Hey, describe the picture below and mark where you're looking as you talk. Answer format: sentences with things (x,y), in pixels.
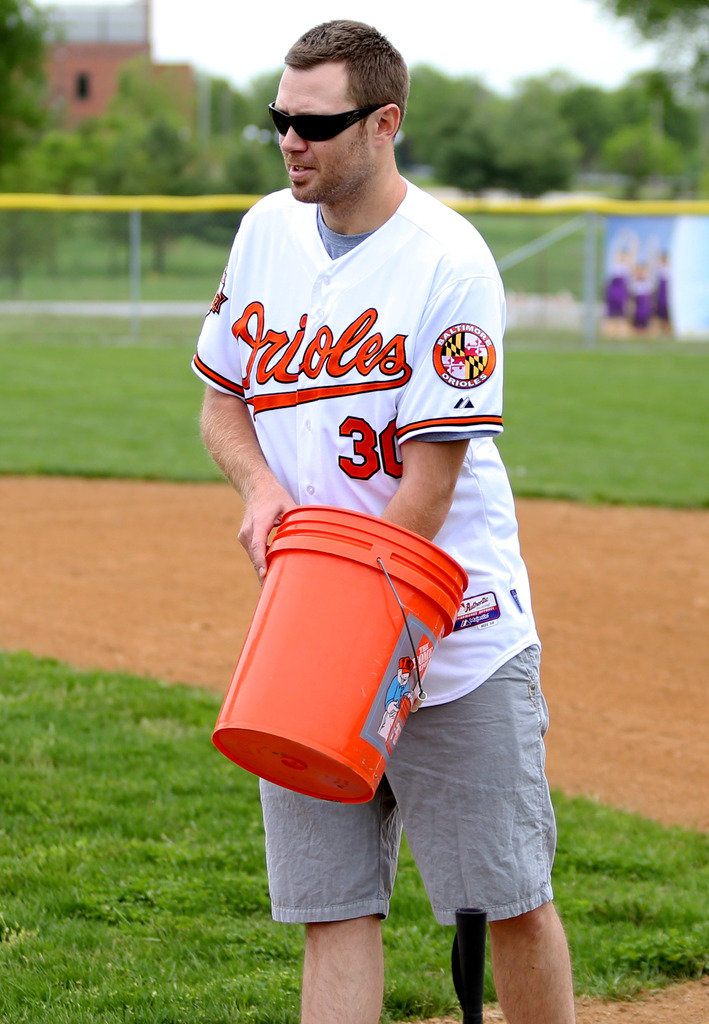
In the picture I can see a man (339,415) is standing and holding a bucket (336,667). The man (318,54) is wearing shades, a t-shirt (247,334) and shorts (432,862). In the background (106,268) I can see the grass (180,462), fence (131,208), a building (107,101), trees (459,88), the sky (548,18) and some other objects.
